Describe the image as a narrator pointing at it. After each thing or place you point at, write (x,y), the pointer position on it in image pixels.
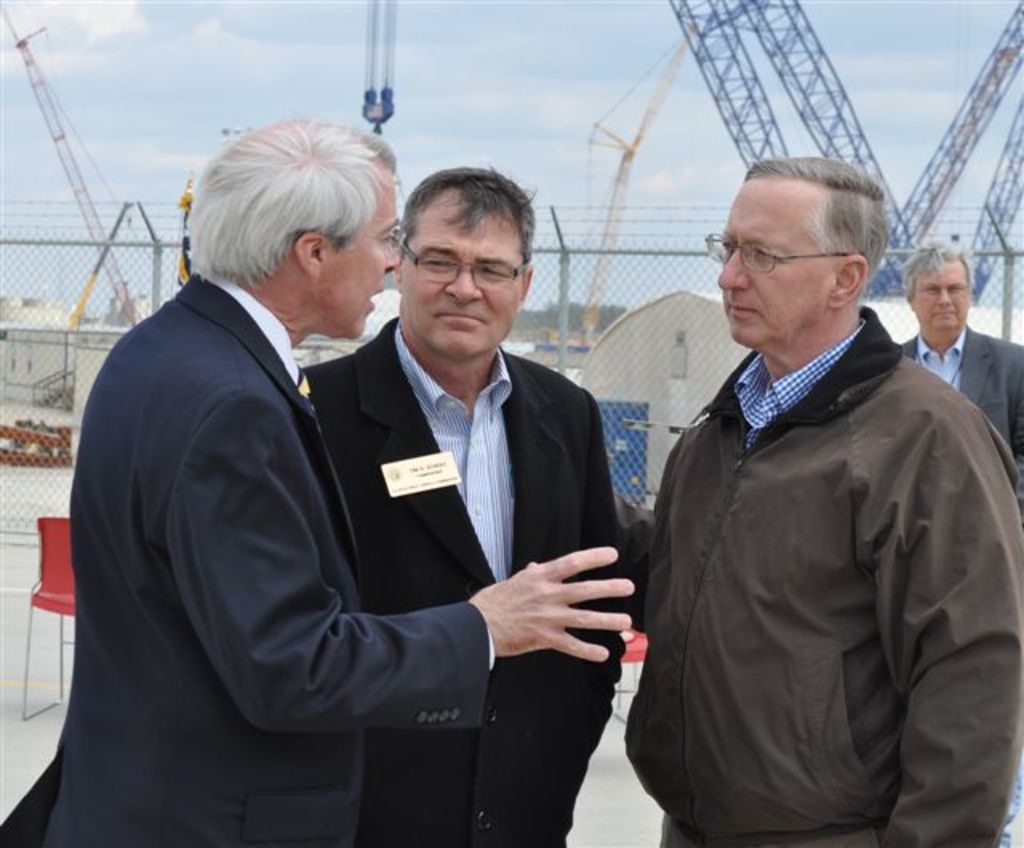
There are four men (720,514) in the image, three of them were standing in the front (427,575) and one person (357,582) is talking, behind the men (821,243) there is a mesh (990,293) and in the background (949,166) there are some other machines (81,183).
